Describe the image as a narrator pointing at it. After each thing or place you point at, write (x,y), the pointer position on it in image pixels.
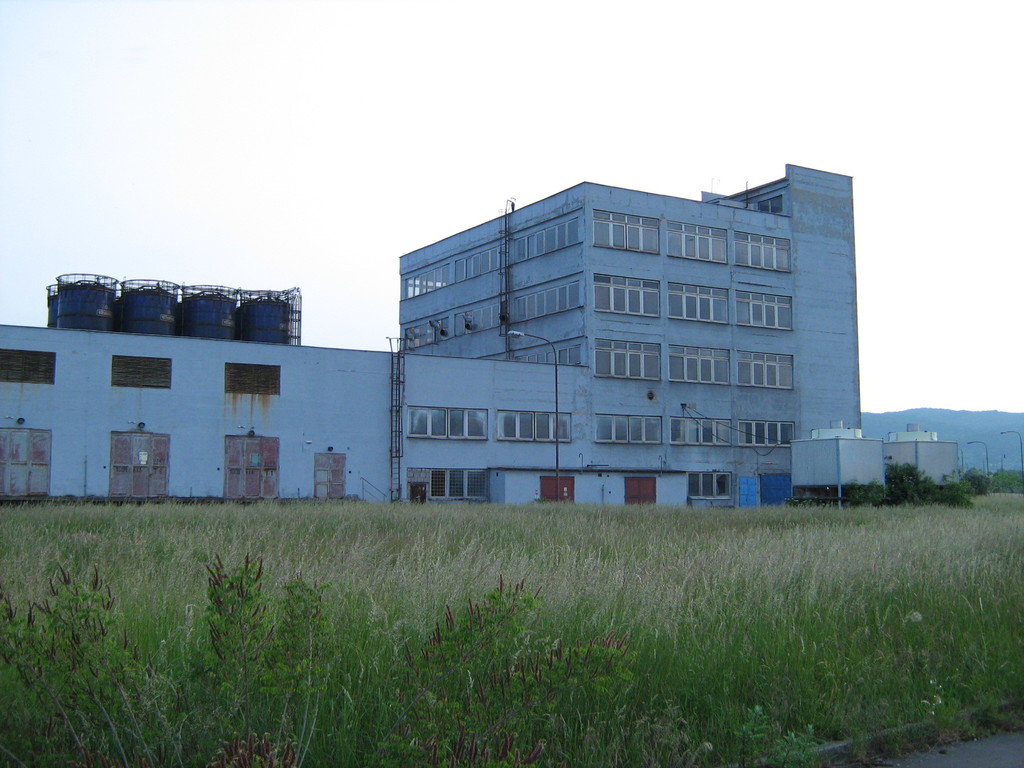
In the image there is a tall building (580,314) and in front of the building (615,302) there is a lot of unwanted grass (857,554), there are some tanks (160,304) kept on the building (321,357) on the left side (220,314) and in the background (923,282) there is a sky (936,339).
